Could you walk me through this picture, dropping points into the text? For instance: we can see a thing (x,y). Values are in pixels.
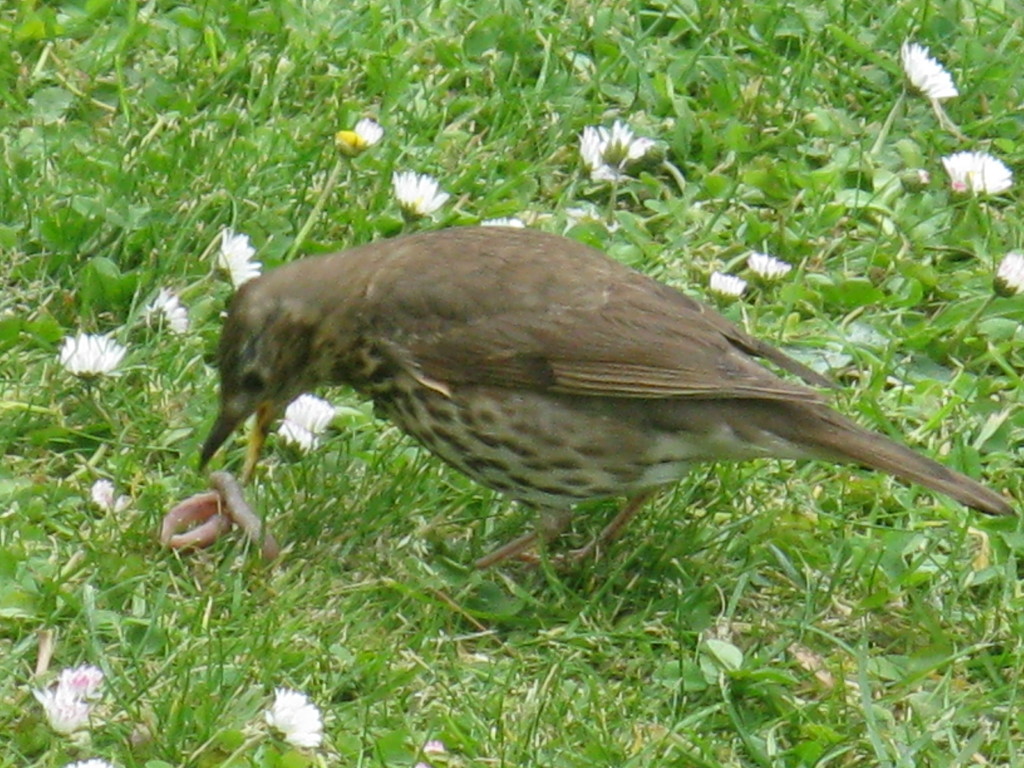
In this image I can see grass (961,357) and number of white colour flowers (93,676). In the centre of this image (448,452) I can see a bird (752,429) and an insect (229,482).
